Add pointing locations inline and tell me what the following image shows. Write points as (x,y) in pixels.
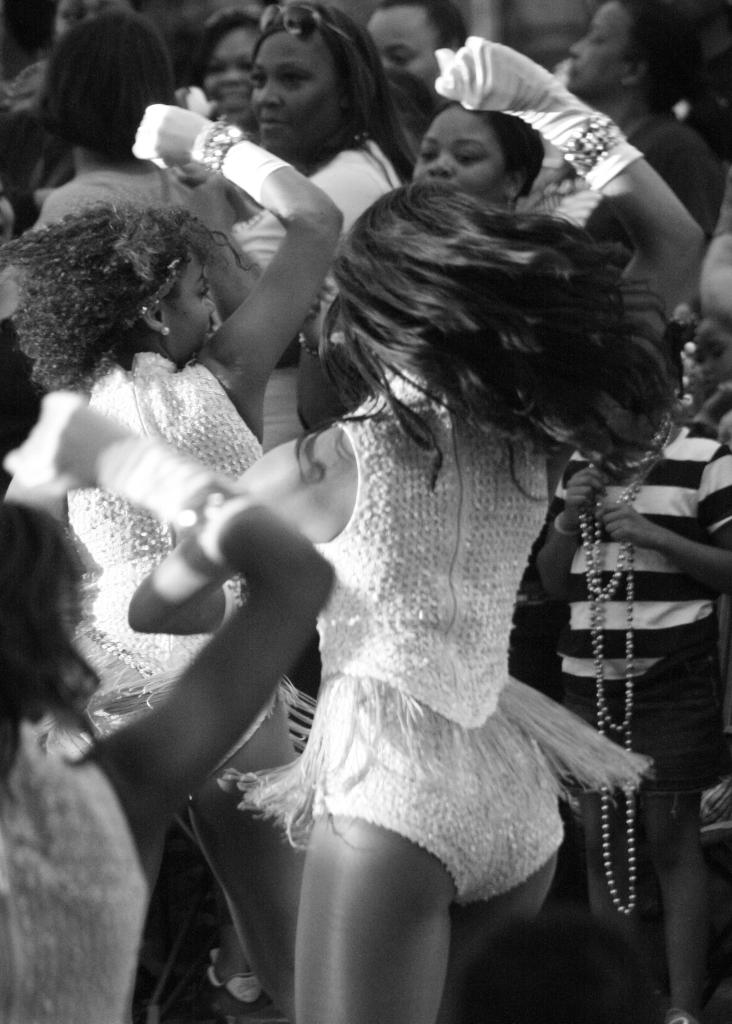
In this image we can see few people (399,662) are dancing, There are few people (616,598) standing in the image.
